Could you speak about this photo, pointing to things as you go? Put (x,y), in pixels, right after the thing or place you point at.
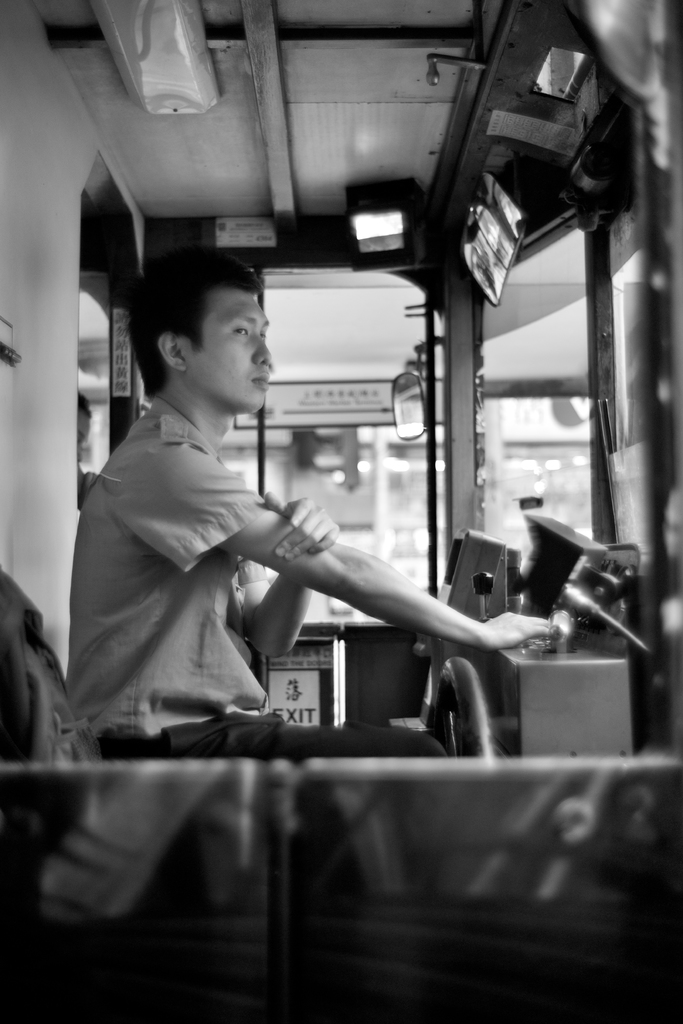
It is the black and white image in which there is a man (199,600) sitting in the driver seat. In front of him there is a steering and a gear rod (484,606). At the top (484,275) there is a mirror (504,246). On the left side (141,67) top there is a light (139,41).
